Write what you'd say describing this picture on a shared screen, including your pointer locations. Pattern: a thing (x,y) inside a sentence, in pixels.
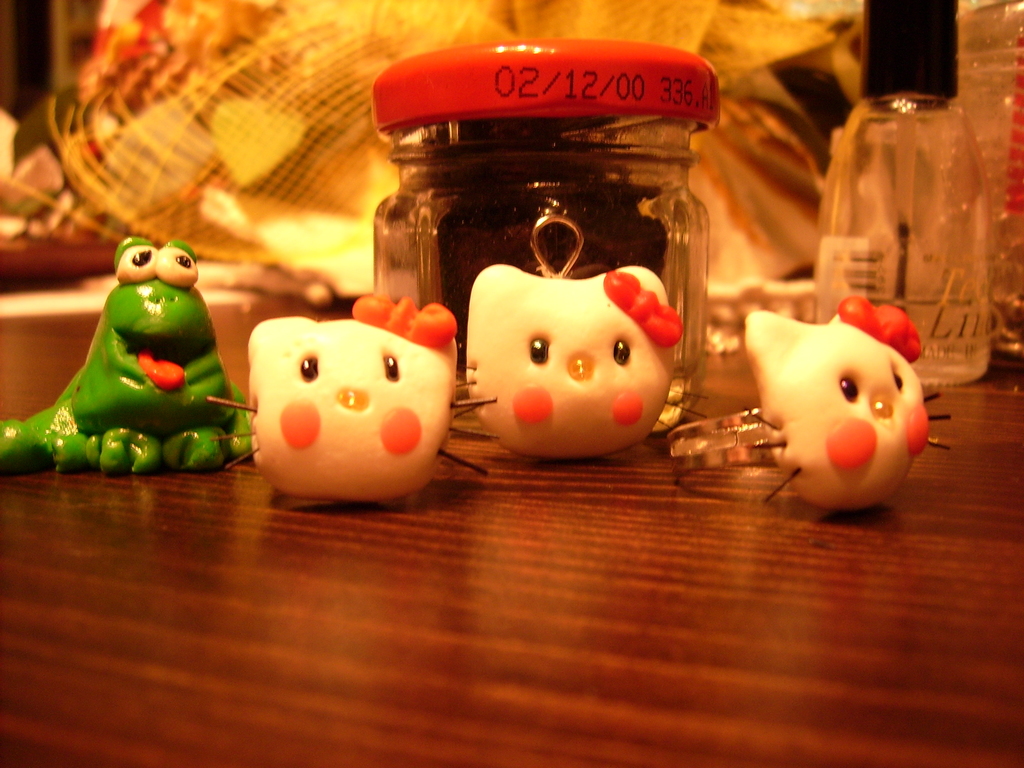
In the picture I can see a glass bottle (457,293), toys (479,372) and some other objects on a wooden surface (9,718). The background of the image (927,293) is blurred.
